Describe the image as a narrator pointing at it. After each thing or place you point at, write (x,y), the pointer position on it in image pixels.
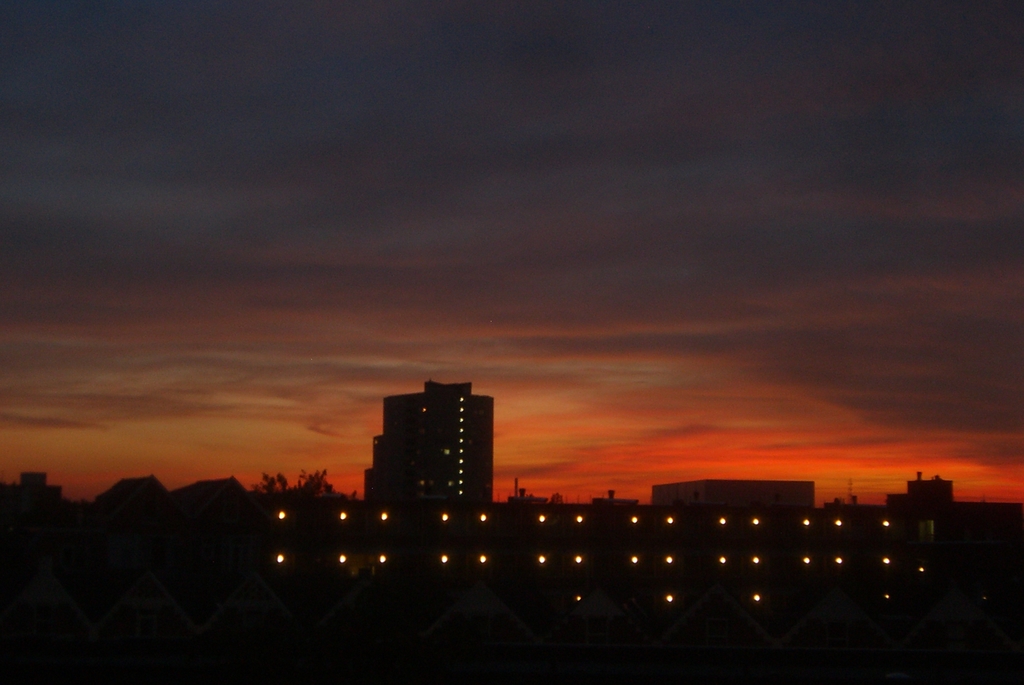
There are lights (282,560) arranged. In the background (383,436), there are lights (449,453) on the building (446,439), there are buildings (650,504), trees (324,480) and clouds (86,213) in the sky (219,456).
